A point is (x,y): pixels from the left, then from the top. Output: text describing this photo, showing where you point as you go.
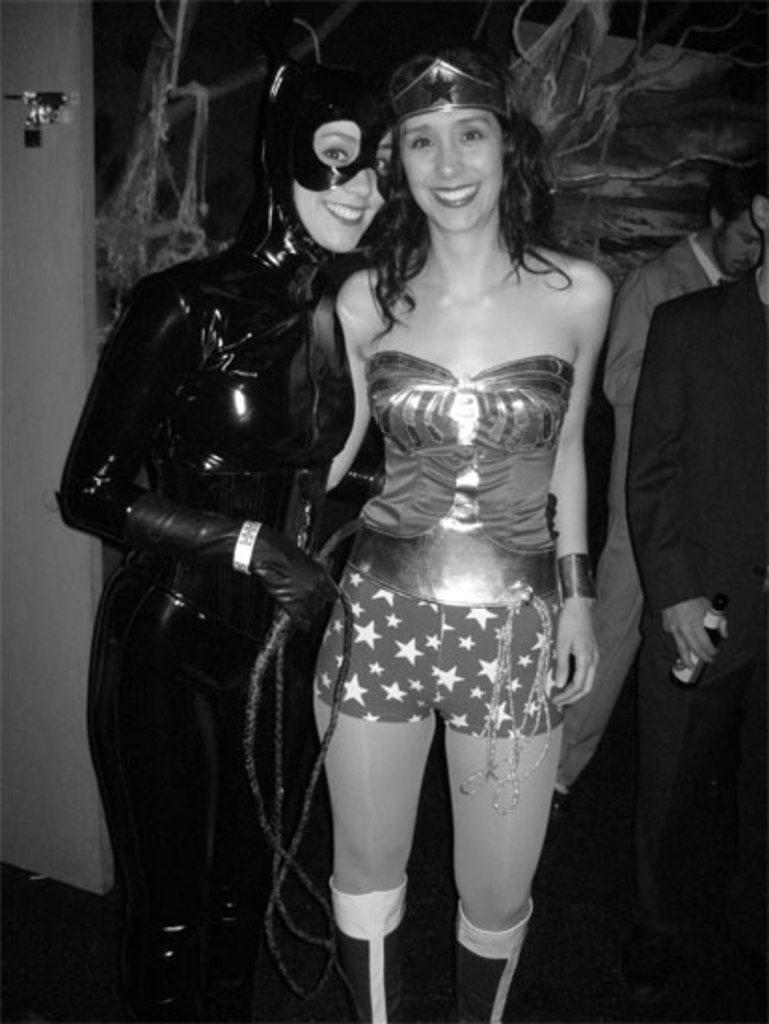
This is a black and white image. In this image we can see two ladies (428,160) wearing costumes (511,497). To the right side of the image (643,635) there are two people (649,687). In the background of the image (535,53) there are tree branches (170,80). There is a wall (29,405).
